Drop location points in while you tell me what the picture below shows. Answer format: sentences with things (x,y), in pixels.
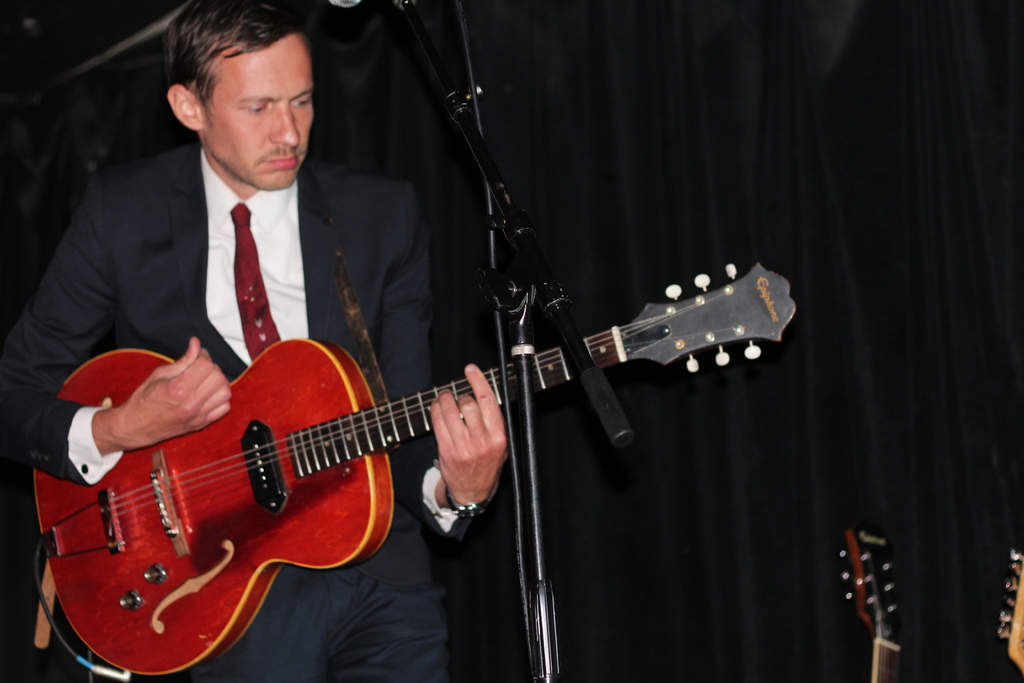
In this image I can see a person (280,174) standing in front of the mic (491,228) and holding the guitar (279,500).
